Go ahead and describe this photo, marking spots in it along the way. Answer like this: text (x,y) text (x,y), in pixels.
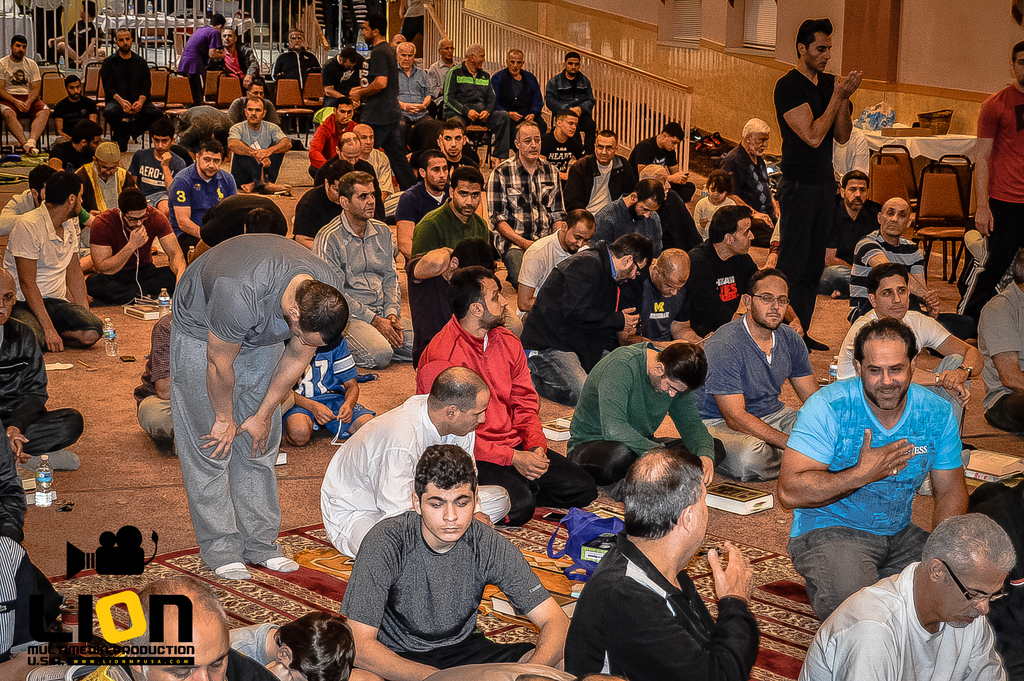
In this image I can see a crowd (429,473) on the floor (290,450), bottles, bags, text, logo (171,620), floor mats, chairs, tables (860,154), fence (613,74), metal rods (280,40), staircase (652,127), windows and wall (758,72). This image is taken may be in a hall (438,327).
